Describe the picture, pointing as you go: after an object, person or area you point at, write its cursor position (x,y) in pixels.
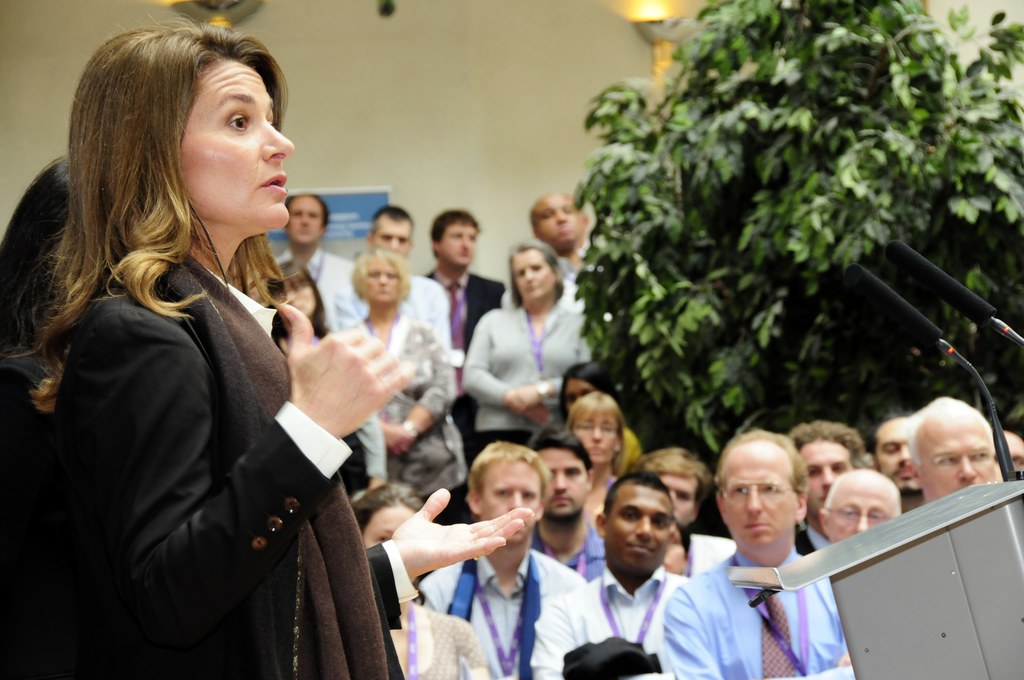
In the image I can see group of people (441,459) among them some are standing among them the woman (184,420) in the front (188,421) is wearing a scarf (230,377) black color coat (184,430) and some other type of clothes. On the right side of the image (962,531) I can see a podium (979,534) which has microphones (912,324) on it, trees (842,293), wall lights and some other objects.
